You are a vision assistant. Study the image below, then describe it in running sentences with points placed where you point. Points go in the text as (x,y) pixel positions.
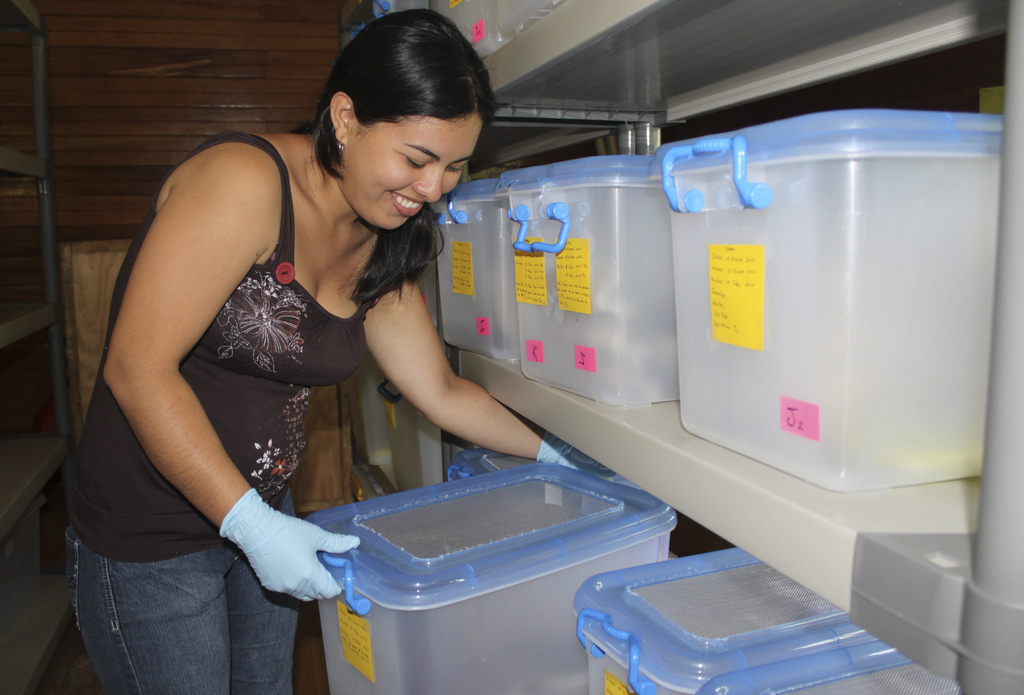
In this image we can see a woman (395,354) standing and holding a container (580,511), there are some other containers (685,417) on the shelves (705,455), on the left side of the image (51,205) we can see a rack (37,323), in the background (70,205) we can see the wall (227,91).
